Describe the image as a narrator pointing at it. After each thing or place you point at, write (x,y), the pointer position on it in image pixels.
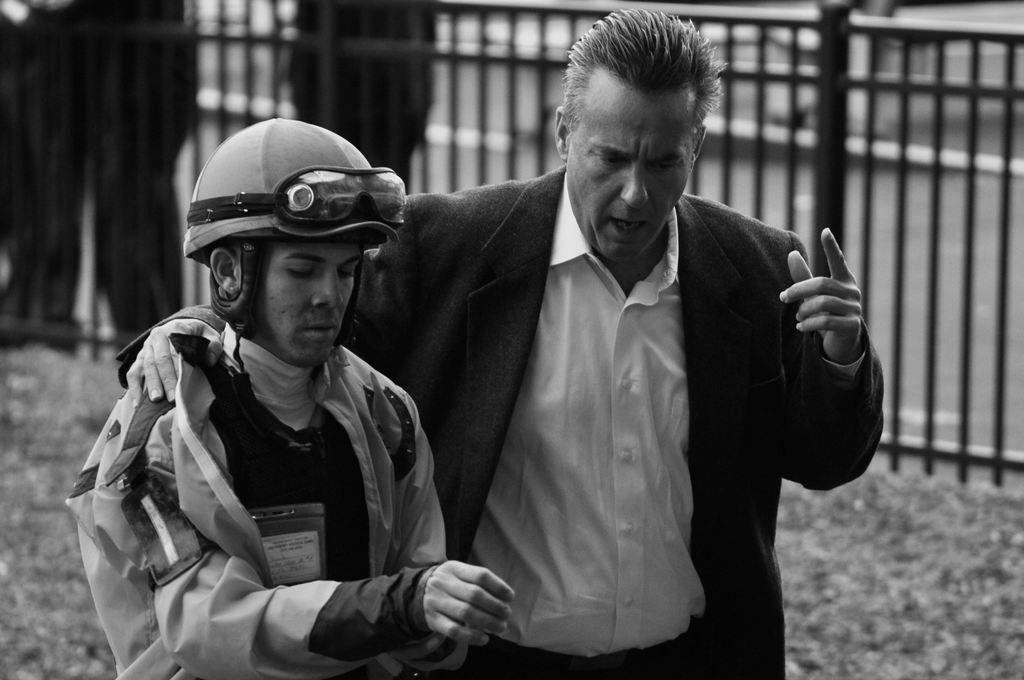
This picture is in black and white. In the center (541,391), there is man (596,429) holding another man (232,585). One of the person (648,402) towards the right (784,444), he is blazer (483,405) and a white shirt (594,422). Towards the left (134,558), there is another man (325,439) wearing a uniform (269,359) and a helmet (323,236). Behind them, there is a fence (845,93).
